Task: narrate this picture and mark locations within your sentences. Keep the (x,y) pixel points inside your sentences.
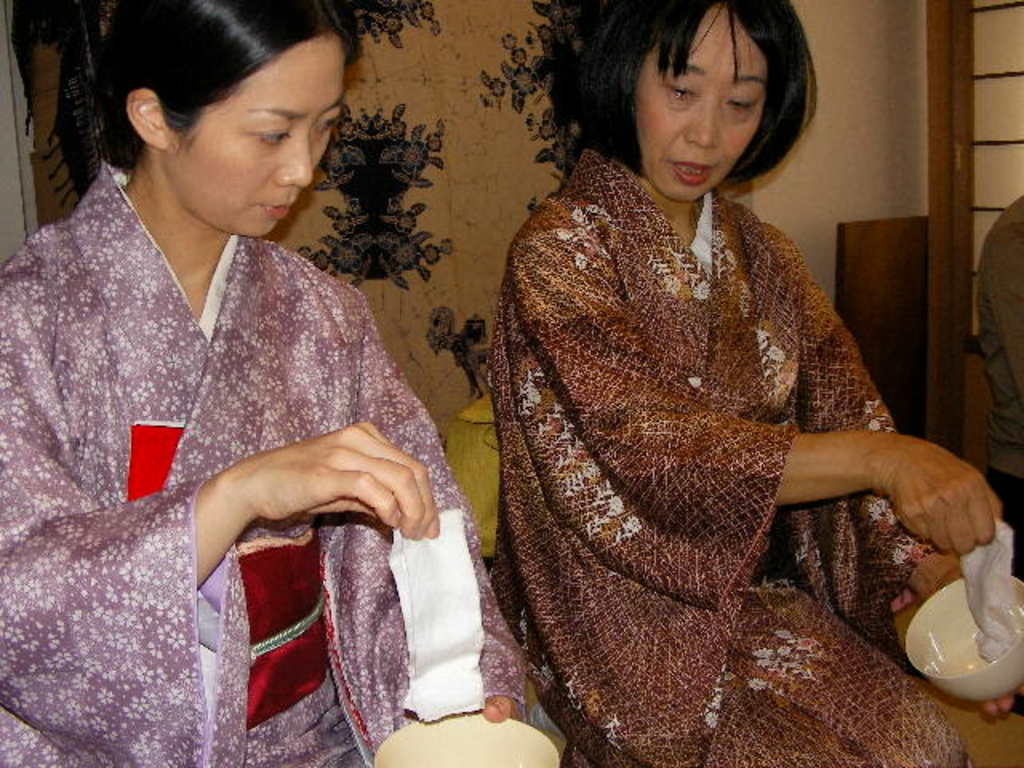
In the front of the image (530,372) I can see people (719,415). Among them two people (530,412) are holding bowls (411,728) with one hand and holding an object (447,562) with the other hand (278,475). In the background of the image (462,424) there is a wall (844,164) and objects (956,159).
